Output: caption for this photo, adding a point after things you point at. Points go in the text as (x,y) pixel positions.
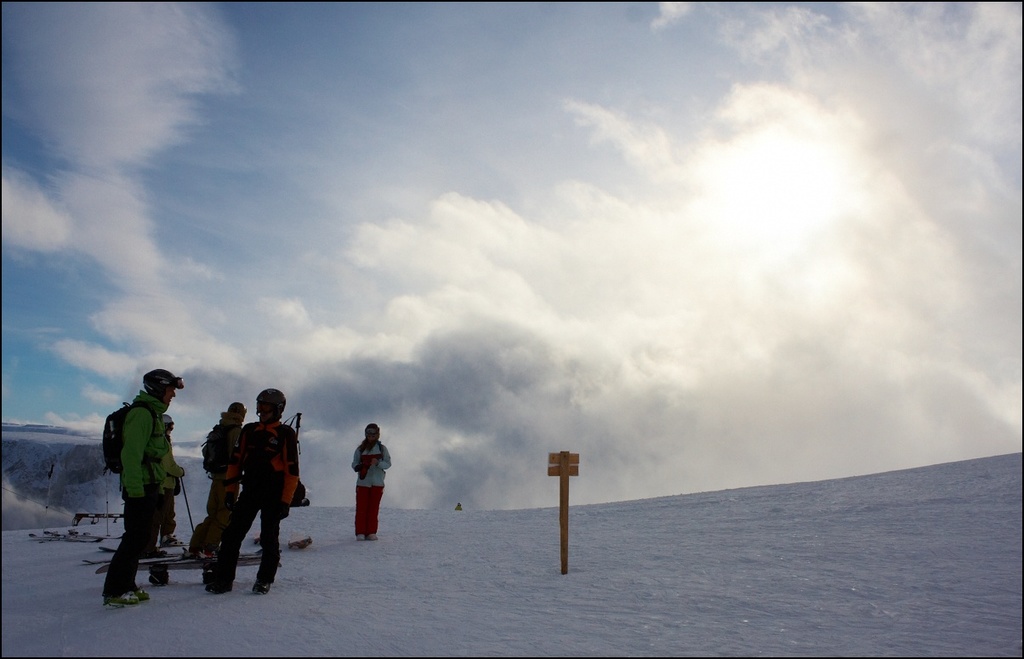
In the picture we can see the snow surface (569,627) on it, we can see a pole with a board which is yellow in color and beside it, we can see some people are standing they are wearing jackets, helmets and holding sticks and in the background (451,375) we can see the sky (498,215) with clouds (433,240).
